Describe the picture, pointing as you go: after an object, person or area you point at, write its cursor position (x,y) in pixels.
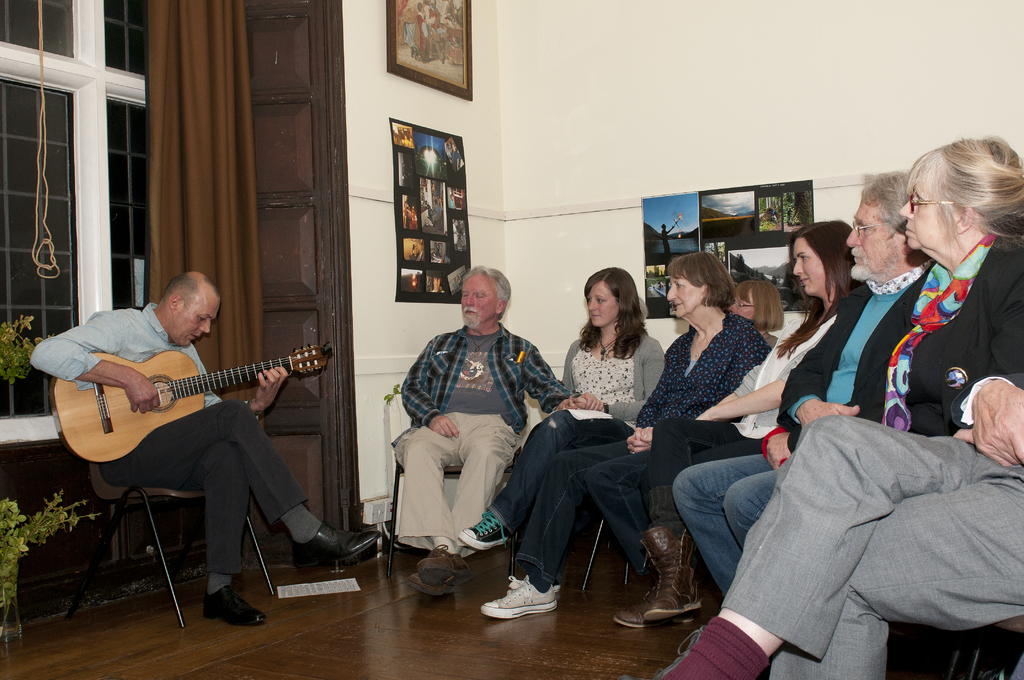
A man (158,321) is playing guitar (113,402) while a group of people (679,376) are listening to him.
